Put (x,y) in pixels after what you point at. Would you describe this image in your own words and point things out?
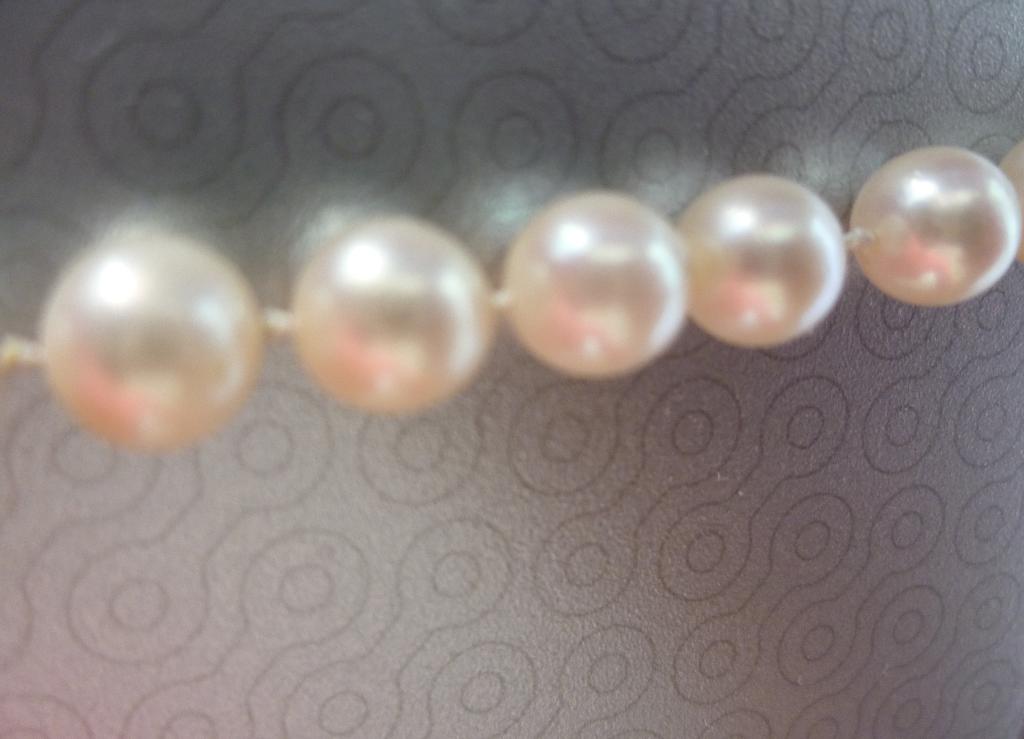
In this image I can see five beads (616,243) in the front (933,171). I can also see grey colour in the background (635,519) and on it I can see designs (601,409).
